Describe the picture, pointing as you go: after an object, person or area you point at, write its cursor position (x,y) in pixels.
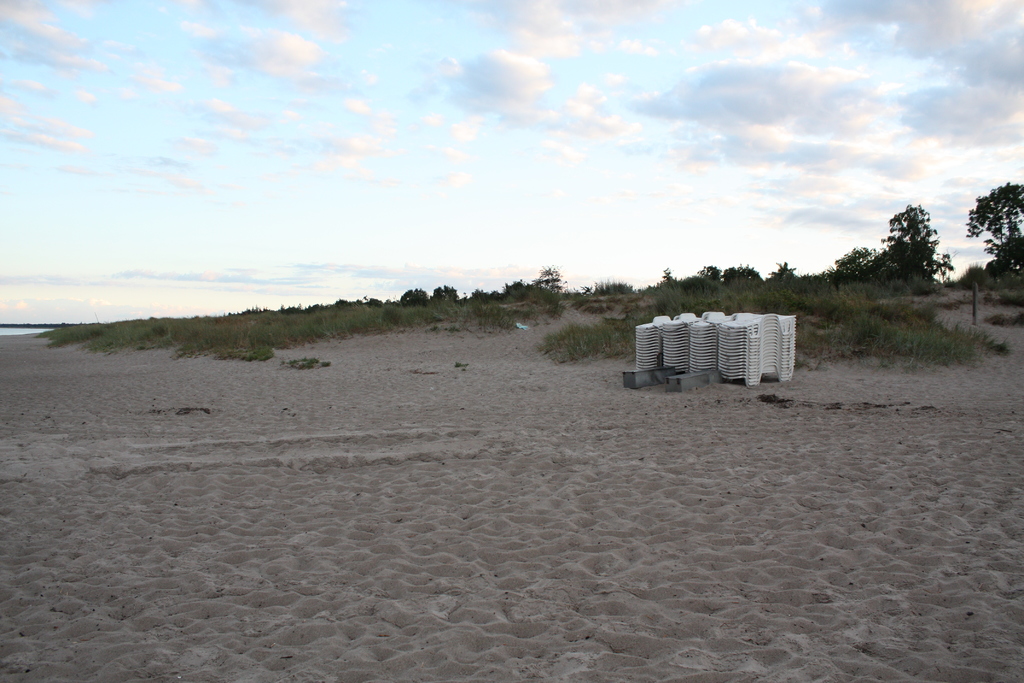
In this image in the center (674,355) there is a white colour object (711,368). In the background (289,312) there are trees (548,269). On the ground (541,303) there is grass (837,325) and the sky (476,268) is cloudy. In the front (441,587) on the ground (474,574) there is sand (232,548).
